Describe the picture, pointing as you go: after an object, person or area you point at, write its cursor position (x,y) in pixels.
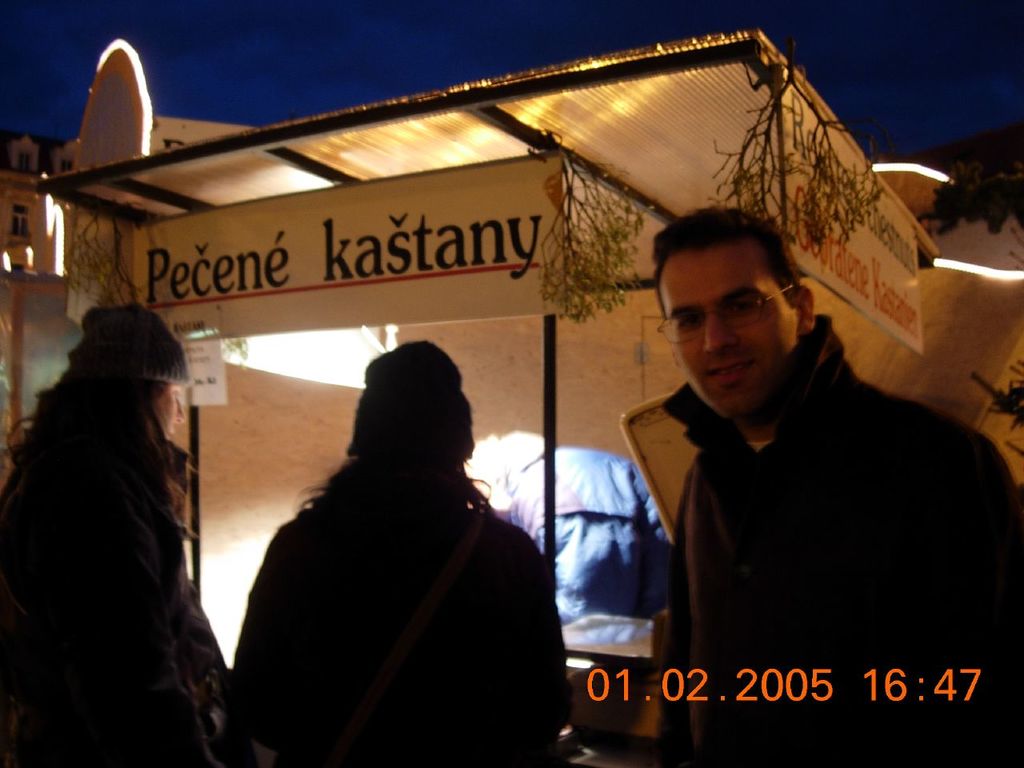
This image consists of three persons (875,497). In the background (668,212), it looks like a shed (580,108). And we can see the name boards (498,217) along with small plants (556,254). At the top (249,58), there is sky (234,81).
